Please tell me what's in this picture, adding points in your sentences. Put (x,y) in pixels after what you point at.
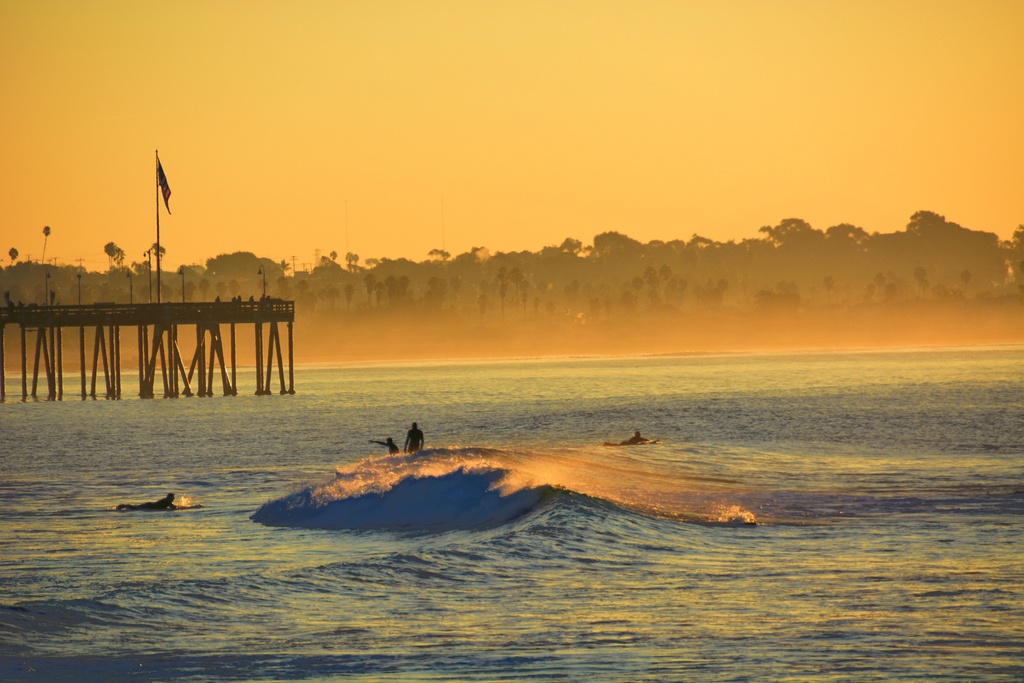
In this image we can see some people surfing in the water (377,490). We can also see some people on a bridge (235,391) which is in a water body (250,404). On the backside (159,240) we can see the flag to a pole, a group of trees (611,293) and the sky (538,173) which looks orange.
